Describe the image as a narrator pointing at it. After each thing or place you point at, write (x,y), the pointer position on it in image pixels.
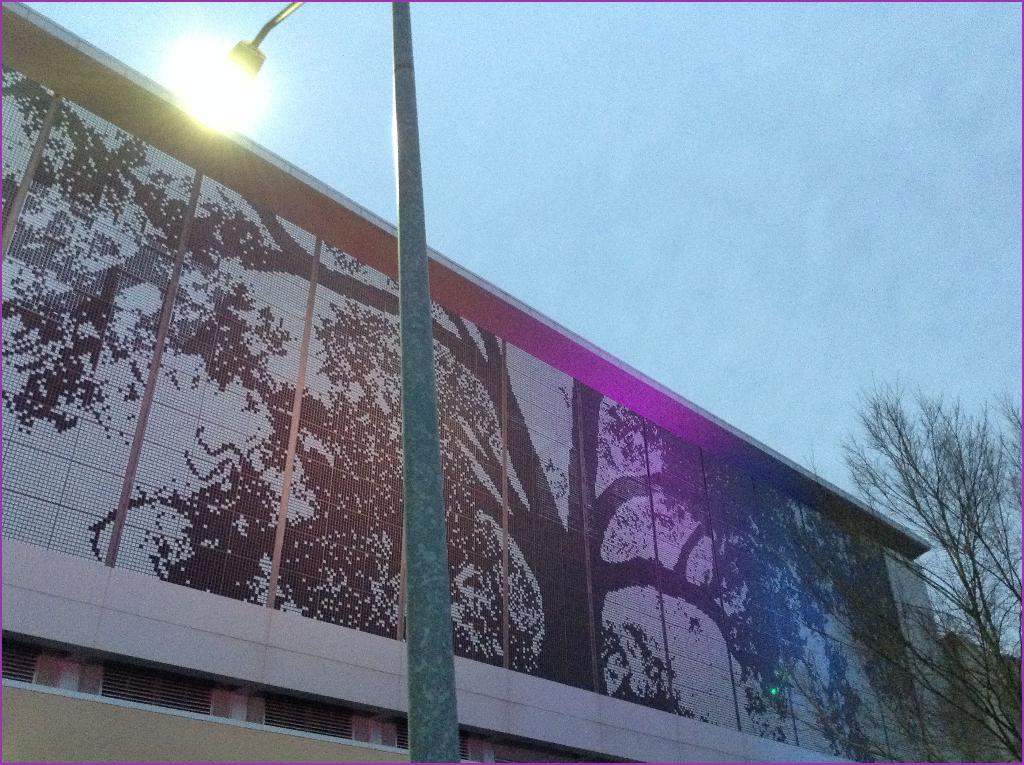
In the middle of the picture (427,494), we see a light pole (446,650). Behind that, we see a building (255,653) in white color. In the right bottom of the picture (952,612), we see the trees (967,612). At the top of the picture (510,95), we see the sky (577,299).
